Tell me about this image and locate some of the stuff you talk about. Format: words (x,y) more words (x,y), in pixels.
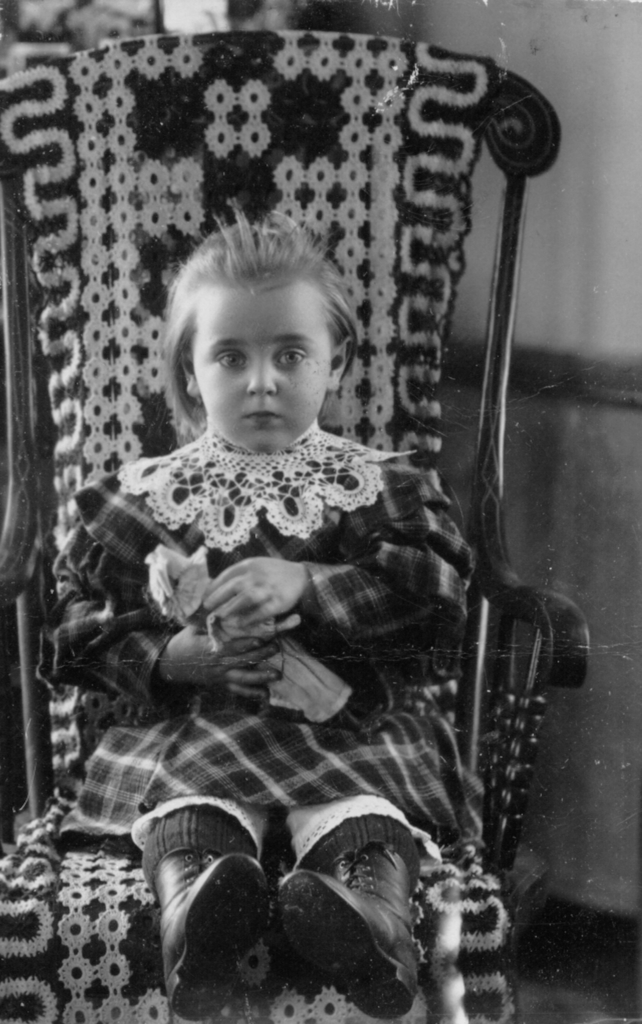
In this image, a girl (260,715) is sat on the chair (82,852). She hold a toy (306,678) in her hand (251,639). She wear a dress (243,791) and boot (190,904).
